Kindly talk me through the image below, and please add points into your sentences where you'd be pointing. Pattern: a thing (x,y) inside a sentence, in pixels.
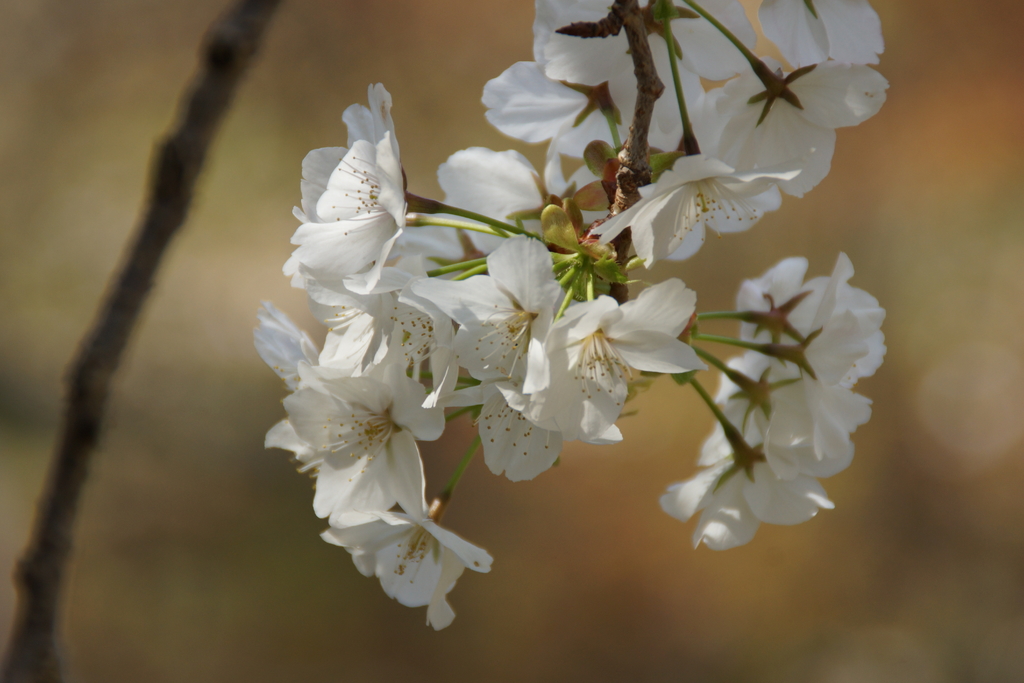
In this picture we can see some white flowers (309,362). There is a wooden stick (251,29) on the left side (53,463). Background (17,488) is blurry.
